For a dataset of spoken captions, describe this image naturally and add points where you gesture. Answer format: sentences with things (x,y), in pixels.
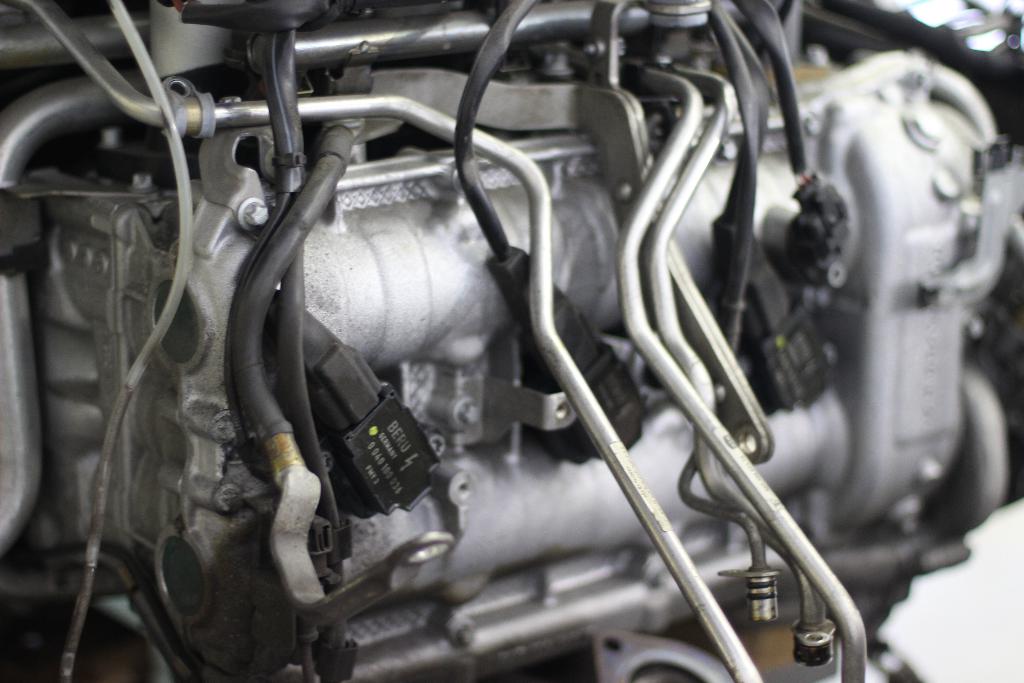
In this picture, it looks like an engine (452,324). On the engine (356,244) there are cables (287,204), screws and some iron objects (610,113). Behind the engine (622,159) there is the blurred background (999,619).
